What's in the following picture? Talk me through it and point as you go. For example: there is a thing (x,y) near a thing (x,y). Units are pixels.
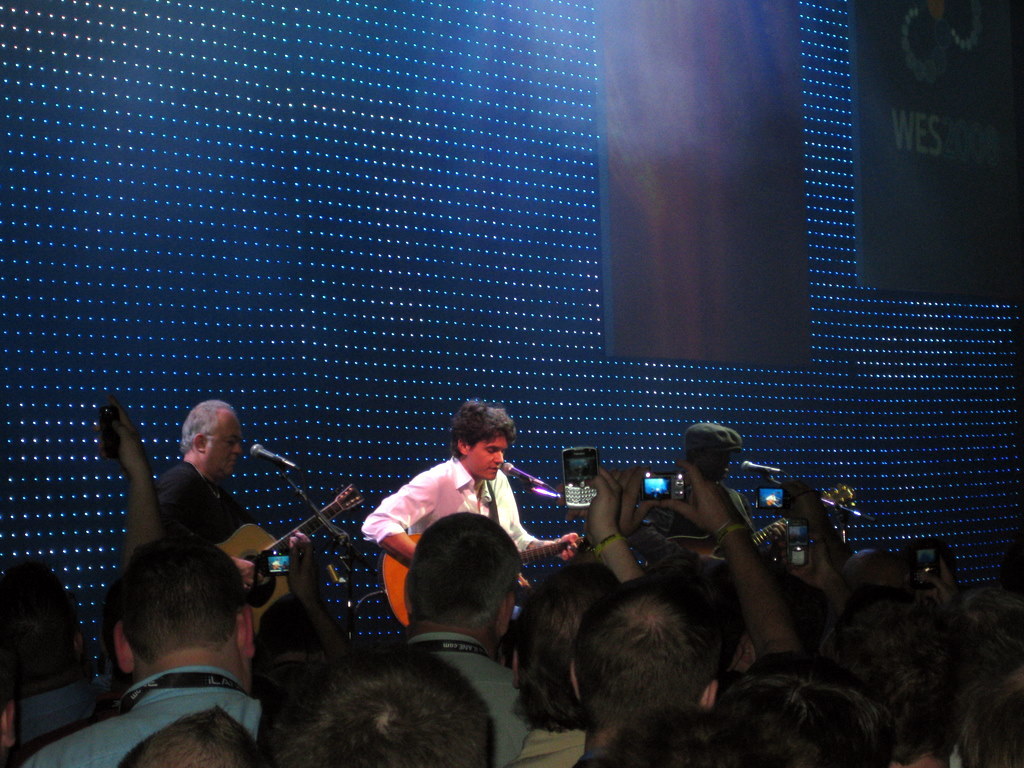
This image is clicked at a stage performance. In the middle (432,505) there is a man (415,520) he wear white shirt (428,488) he is playing guitar (399,568). On the left (240,559) there is a man (197,492) he wear black t shirt (187,500) he is playing guitar (246,553). At the background (402,276) there is a screen (464,337). At the bottom (693,653) there are many people (551,614) in those some of them are holding mobiles (586,485) and cameras (658,488).
